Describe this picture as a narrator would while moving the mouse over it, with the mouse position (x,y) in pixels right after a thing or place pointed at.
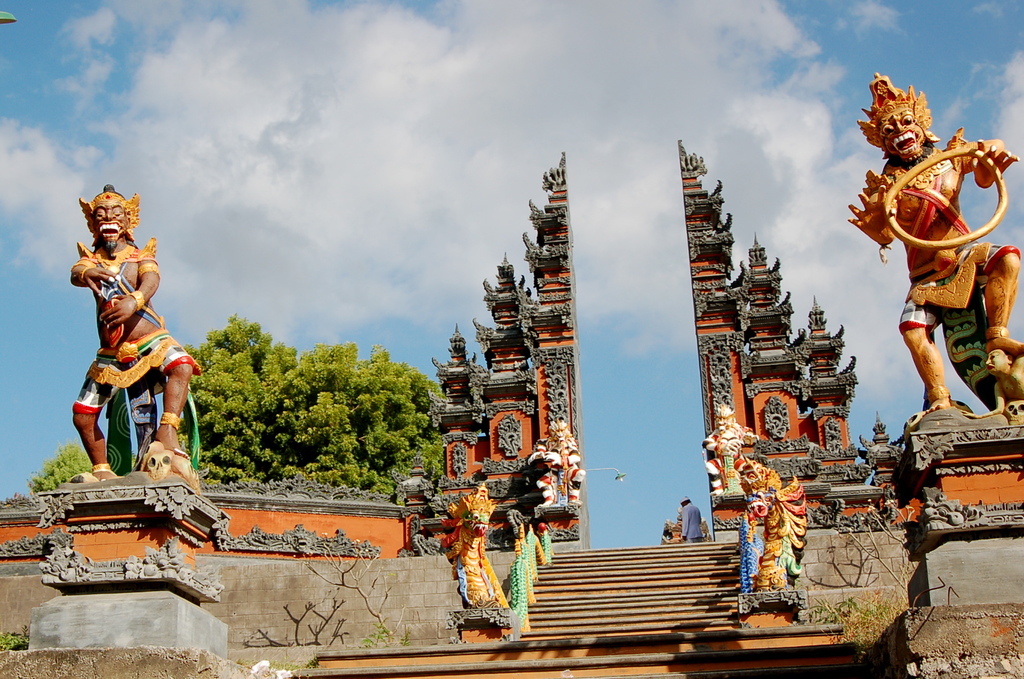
In this image there are sculptures (154,538) and trees (311,413). We can see stairs (610,578). There is a person (691,524). In the background (418,292) there is sky (474,168).
